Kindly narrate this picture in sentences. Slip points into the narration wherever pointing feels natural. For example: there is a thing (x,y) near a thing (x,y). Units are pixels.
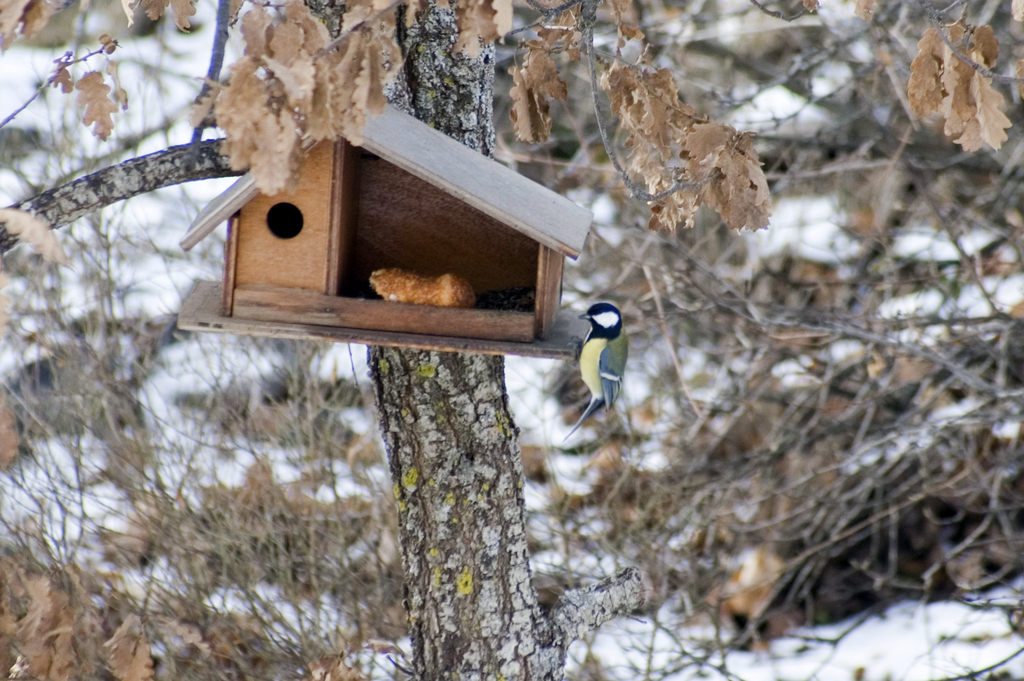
There is a tree (412,497) and on the trunk (428,521) of a tree (293,159) there is a small hut (409,241) of the birds (599,338) and the bird (592,349) is standing beside the hut (489,248) and in the background (139,586) there are some dry plants (670,488) and snow (174,448).
